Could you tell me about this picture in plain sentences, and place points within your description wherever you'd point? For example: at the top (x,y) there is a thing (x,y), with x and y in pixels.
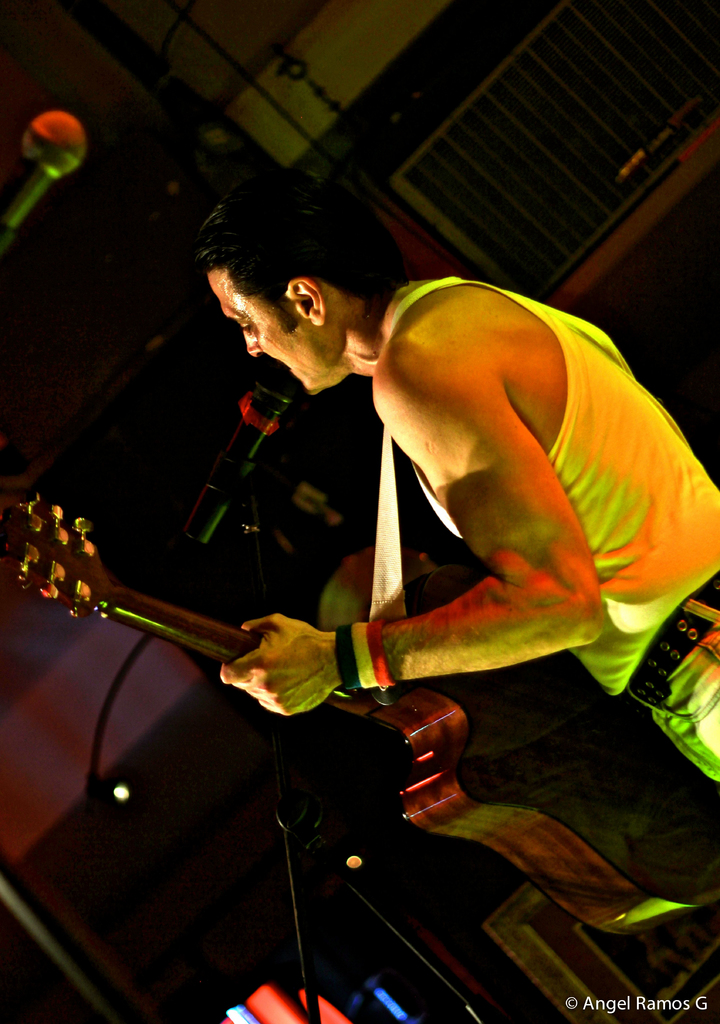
Man (401,420) playing guitar (378,714), this is microphone (52,150).
